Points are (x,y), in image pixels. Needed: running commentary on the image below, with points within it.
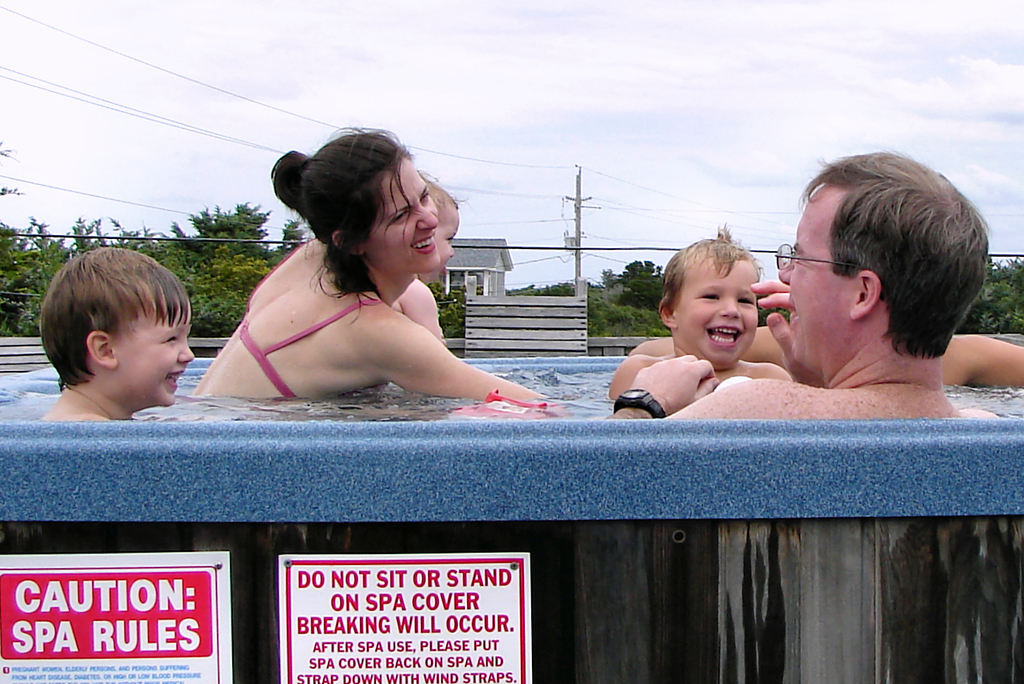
In the image we can see there are people (421,350) and children (622,372), they are smiling and here we can see a man (647,369) wearing spectacles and a wrist watch (614,402). Here we can see the water (556,389), house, board (437,643) and text (410,645) on the board (390,641). Here we can see the trees (229,256), the electric pole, electric wires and the sky (579,132).
